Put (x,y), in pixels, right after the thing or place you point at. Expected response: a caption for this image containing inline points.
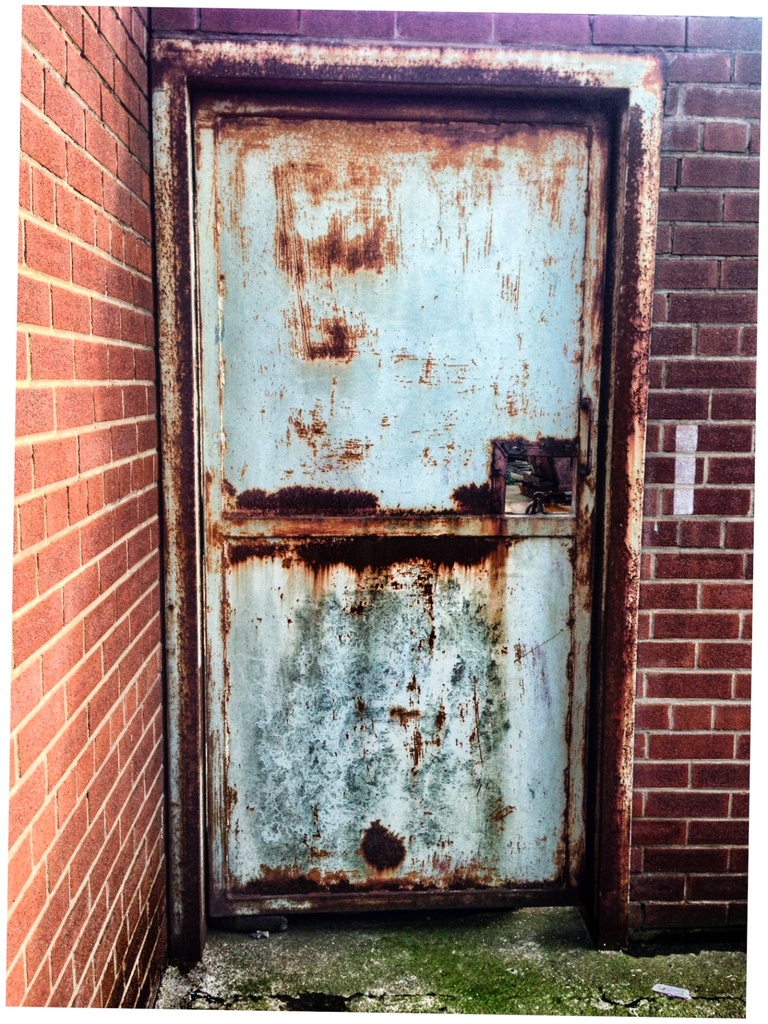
In this image we can see there is an old iron door (375,309) in the middle (462,604). In the background (712,307) there is a wall (696,229).
